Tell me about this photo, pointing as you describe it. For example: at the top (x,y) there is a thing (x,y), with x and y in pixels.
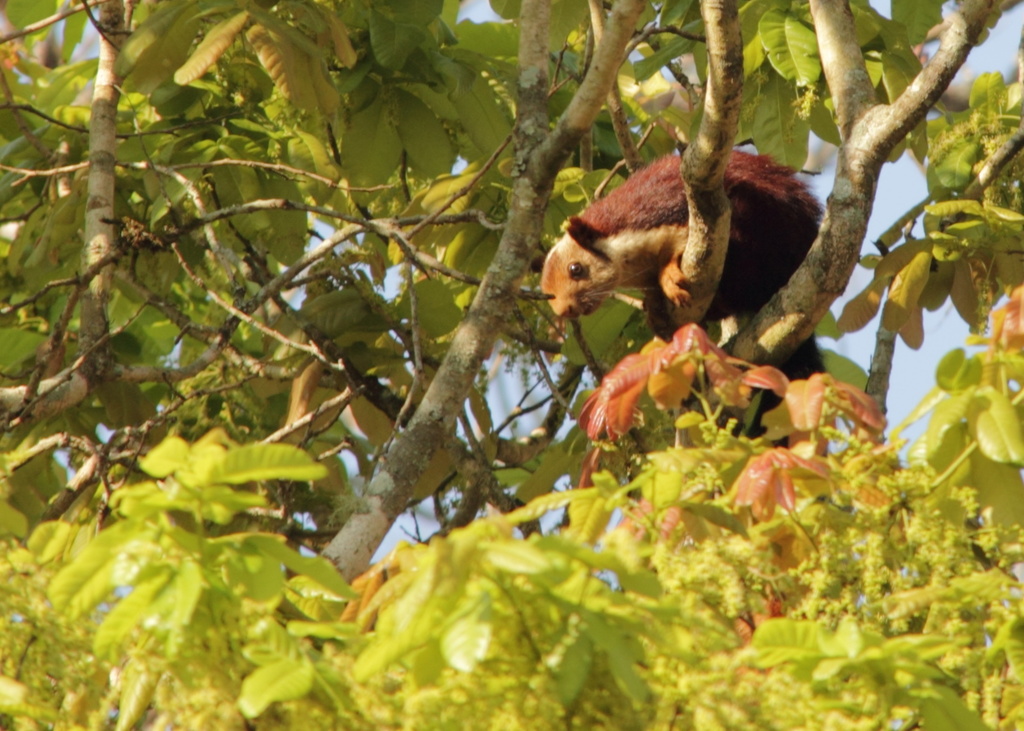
In the picture I can see the trees (668,551) and I can see an animal (753,229) on the branch (852,230) of a tree (803,333) on the right side (704,233).
